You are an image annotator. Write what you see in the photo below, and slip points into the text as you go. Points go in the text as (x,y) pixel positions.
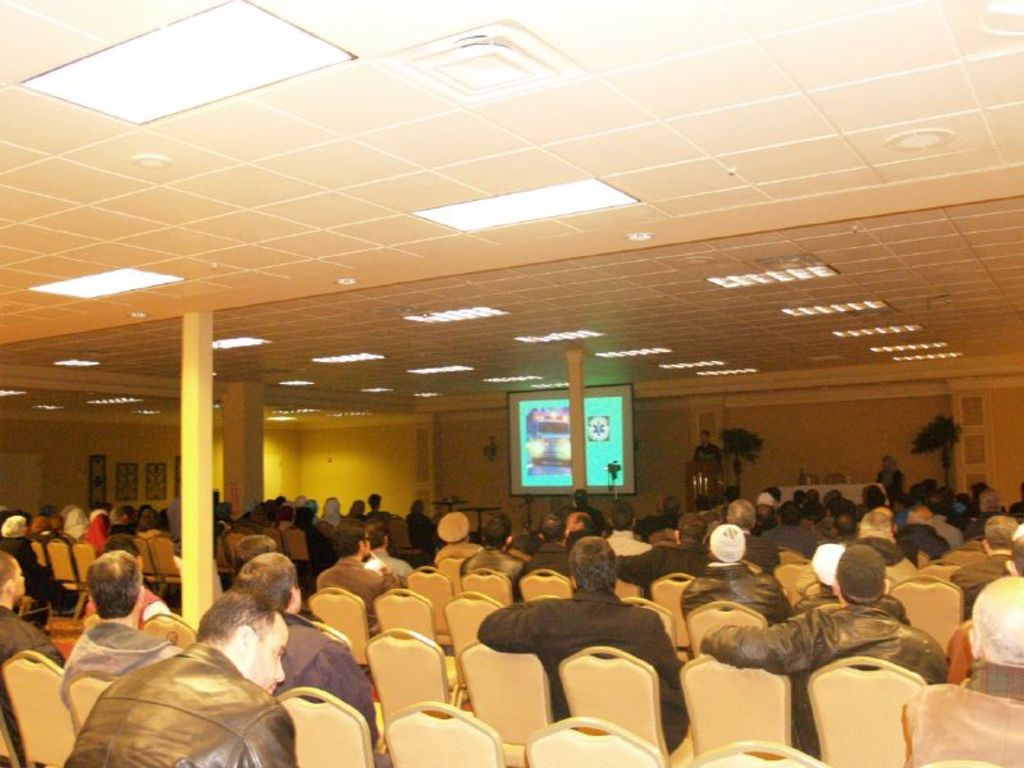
In the image there are many people (527,624) sitting on chairs (701,673) staring in the front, there is a person (706,451) standing on the stage (829,495) in front of dais (719,475) with plants (734,485) on either side, there is a screen (545,419) on the left side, there are lights (547,204) over the ceiling (288,213).
